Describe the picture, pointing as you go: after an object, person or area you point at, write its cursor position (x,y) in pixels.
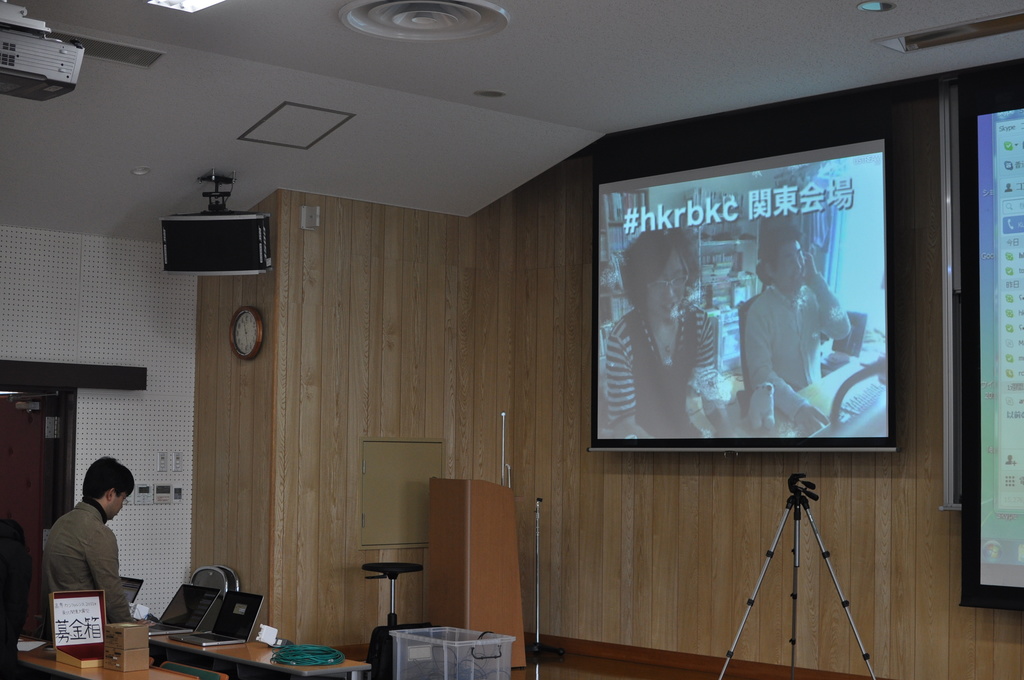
On the left side of the image (90,563) we can see a person (86,549) standing behind a table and there are laptops (139,585) and a few other objects (113,667) on it, in front of him there is a tripod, a chair (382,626), a table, a podium (505,614) and a screen (629,260) on which some text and picture (719,303) are projected, beside it there is another screen (1017,443), we can see a projector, a clock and a speaker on the wall (196,309).
